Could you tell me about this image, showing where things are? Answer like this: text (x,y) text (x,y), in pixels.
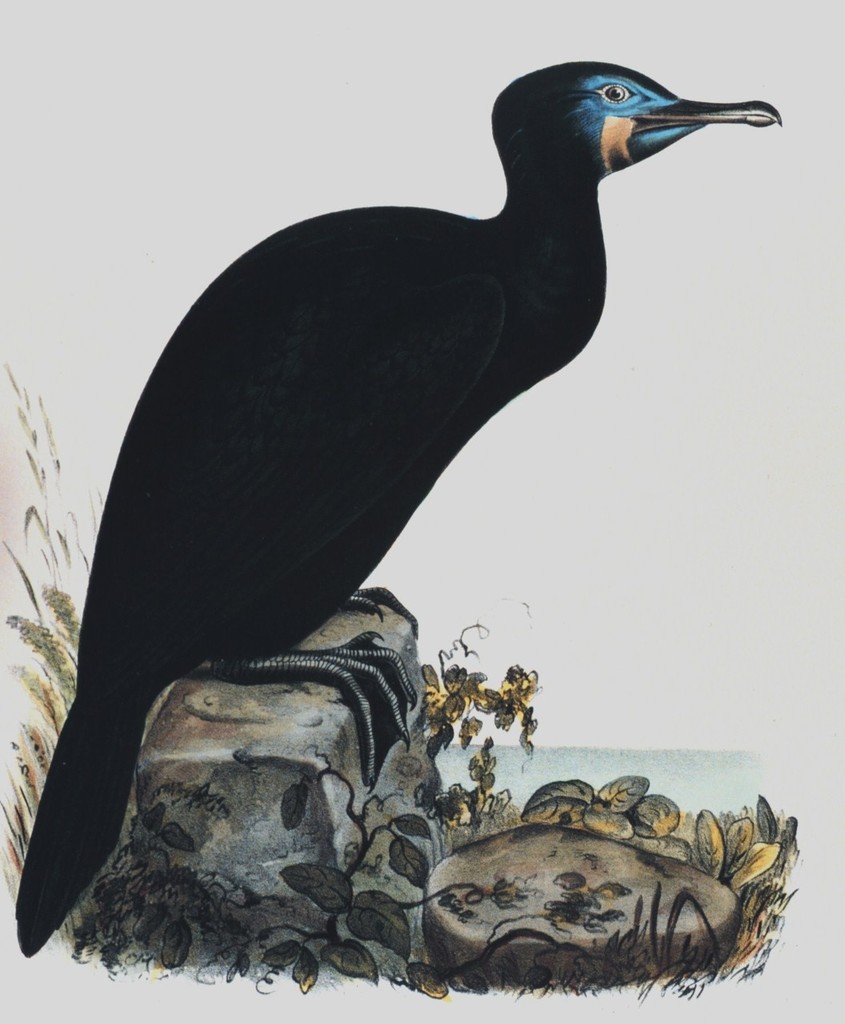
In this image we can see a painting (564,559) of a bird (217,663) standing on the rocks (255,829), there are few plants (729,877) around the rocks (711,913).
